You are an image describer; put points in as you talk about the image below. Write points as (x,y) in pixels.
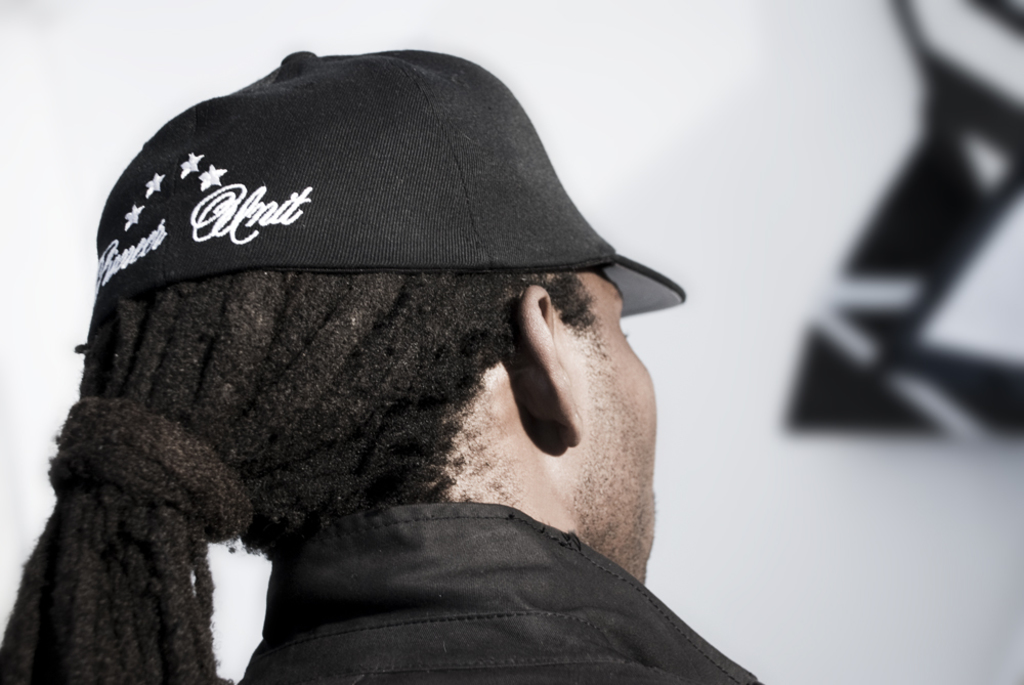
In the image we can see a person (497,628) wearing clothes (475,610) and cap (366,215). The background (685,137) is white with black design (854,282).
